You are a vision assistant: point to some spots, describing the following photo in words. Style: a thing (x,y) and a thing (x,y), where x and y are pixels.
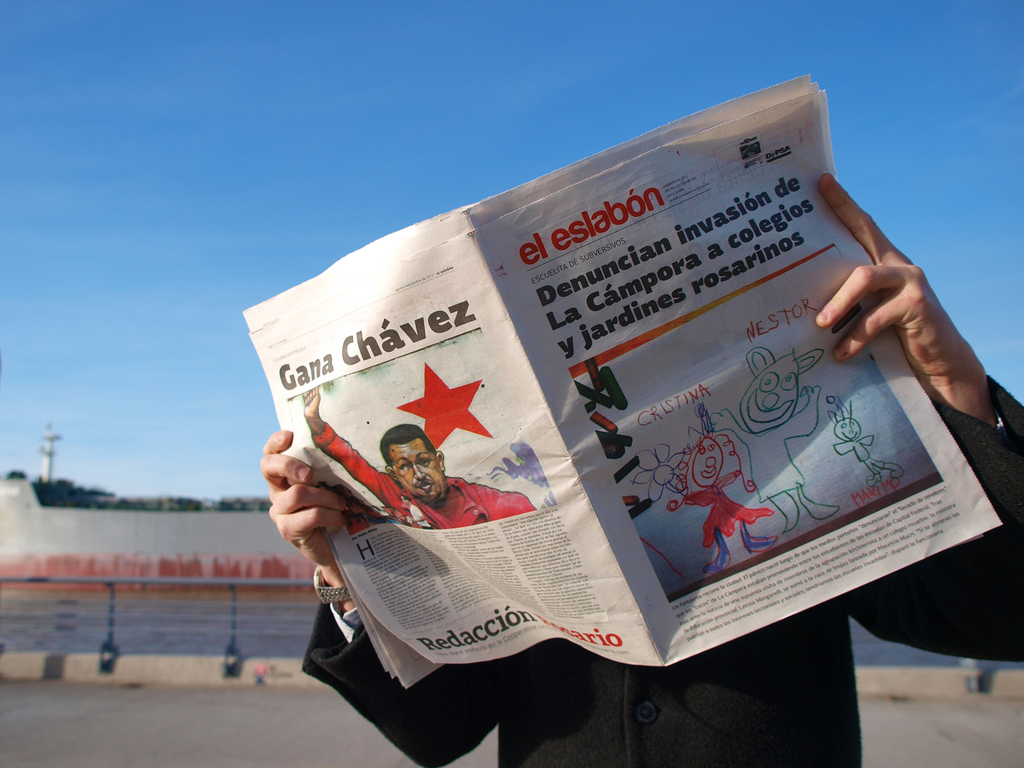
This is a person (636,711) standing and holding a newspaper (678,393). I can see the pictures (620,488) and letters (548,576) in the newspaper (556,566). This looks like a pole (111,582). I think this is the wall (99,560). This looks like a tree (97,503).
